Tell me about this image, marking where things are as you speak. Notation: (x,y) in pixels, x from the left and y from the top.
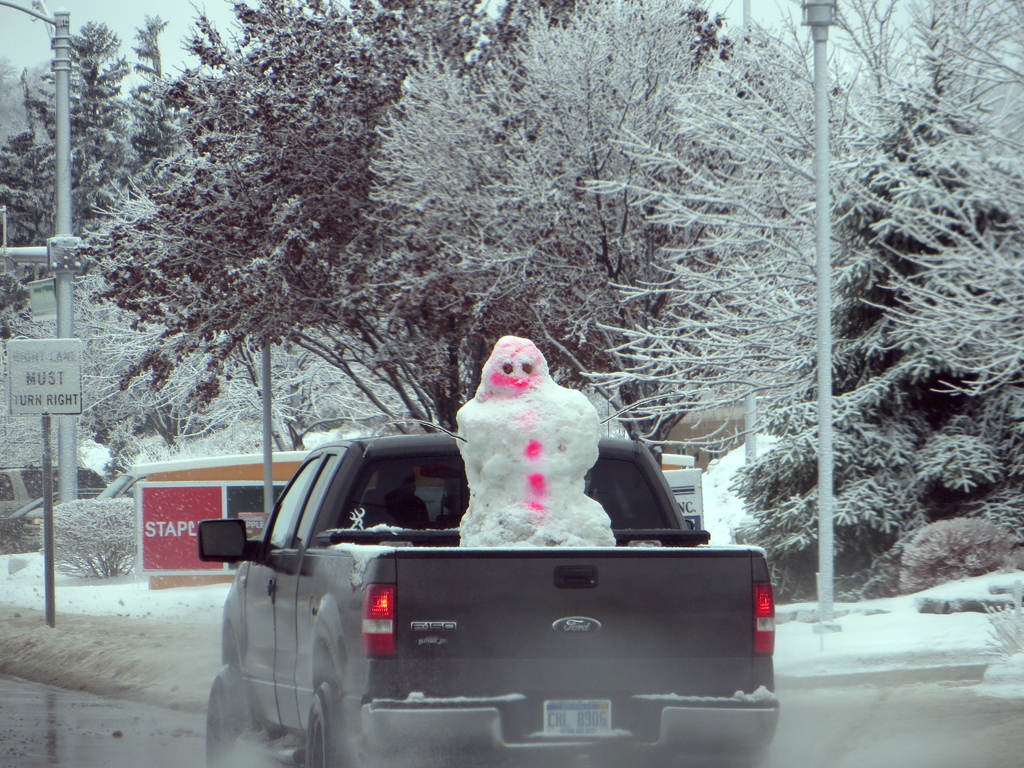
In the center of the image (601,495) there is a car (421,675) and we can see a snowman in the carriage (513,572) of the car (514,555). In the background (695,377) there are trees (352,197) and poles (69,185). At the bottom (791,606) there is snow (65,652). At the top (215,16) there is sky (167,49).
